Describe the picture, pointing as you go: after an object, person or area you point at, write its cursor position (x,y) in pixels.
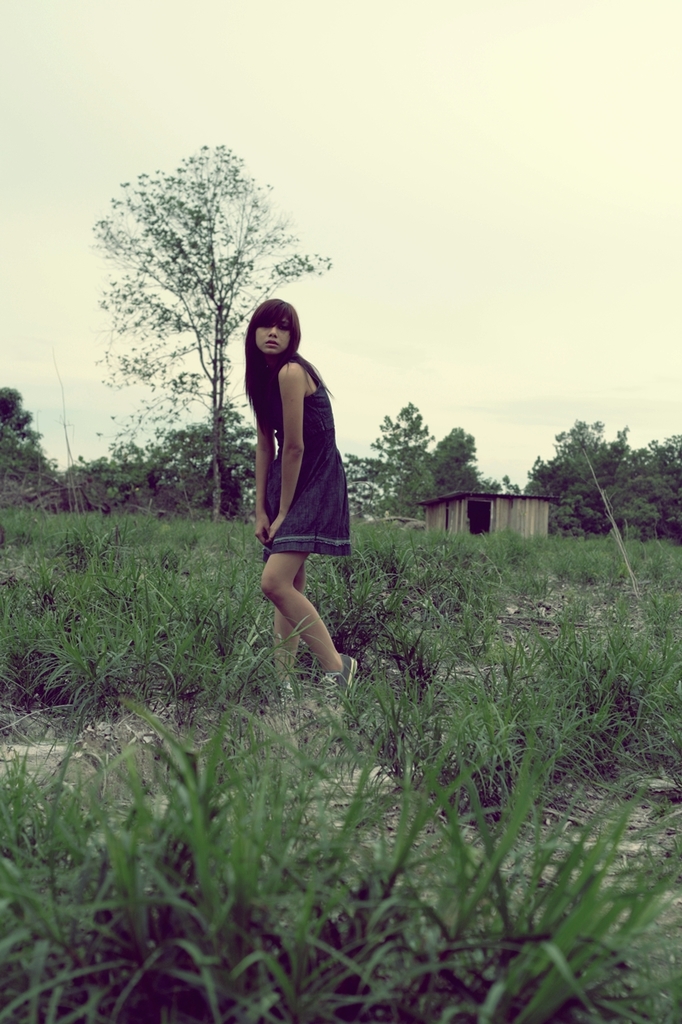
In the middle (341,523) I can see a woman (283,551) on the grass (314,703). In the background (568,488) I can see a shed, trees (381,482) and the sky (168,419). This image is taken may be during a day.
